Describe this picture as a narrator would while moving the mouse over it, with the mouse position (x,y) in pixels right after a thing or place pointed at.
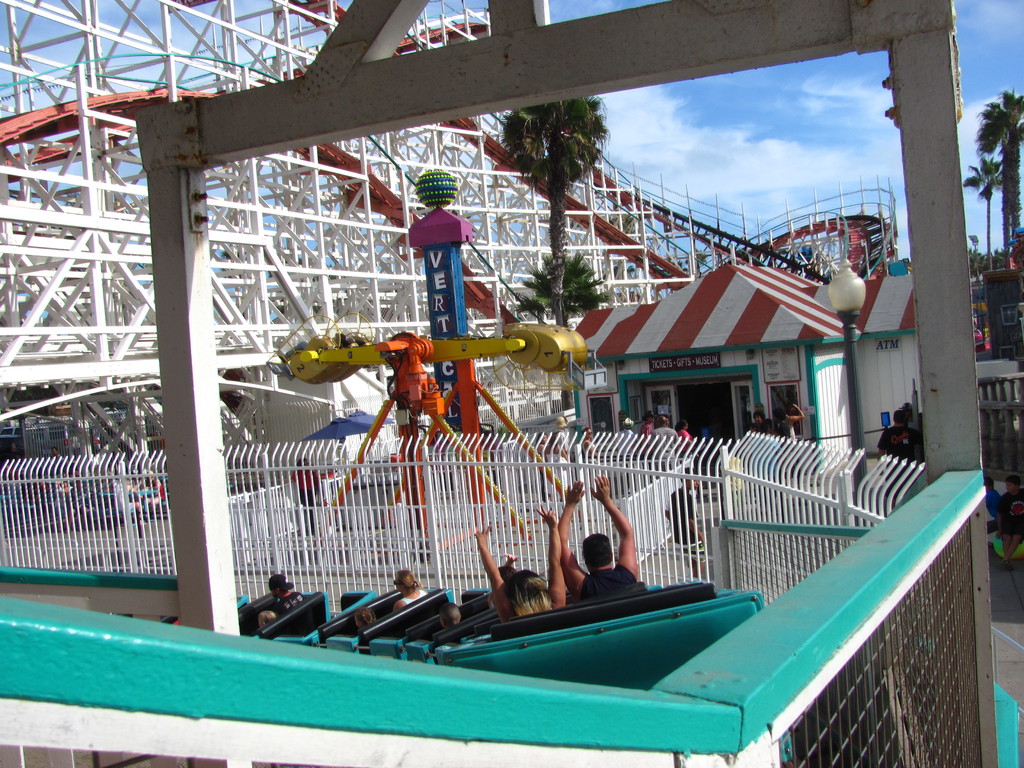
In the foreground of the picture (621,538) I can see a few persons (634,548) in the roller coaster (636,595) and looks like they are enjoying a ride. I can see a metal grill fence (662,483). I can see the metal scaffolding structure (313,22) on the left side of the picture (199,39). I can see the trees (1009,123) on the top right side of the picture (993,123). There are clouds (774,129) in the sky (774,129).
